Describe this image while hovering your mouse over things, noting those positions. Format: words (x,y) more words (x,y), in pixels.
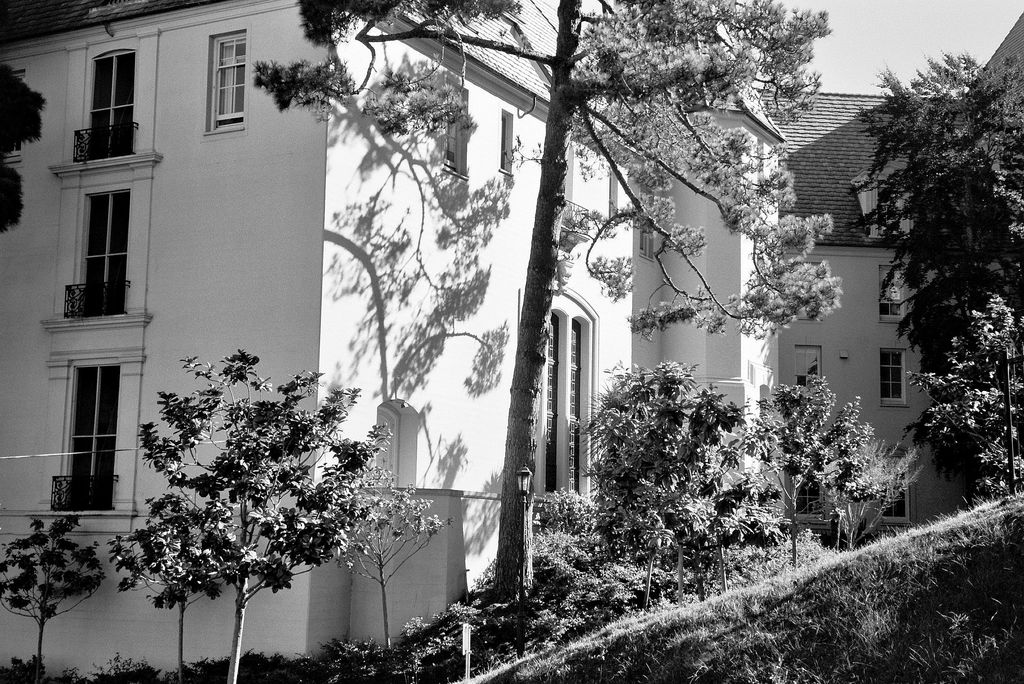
This is a black and white image. In this image there are buildings (602,388) with windows (114,118), doors (99,196) and balcony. Near to the building (452,477) there are trees (595,444) and plants (651,604).
